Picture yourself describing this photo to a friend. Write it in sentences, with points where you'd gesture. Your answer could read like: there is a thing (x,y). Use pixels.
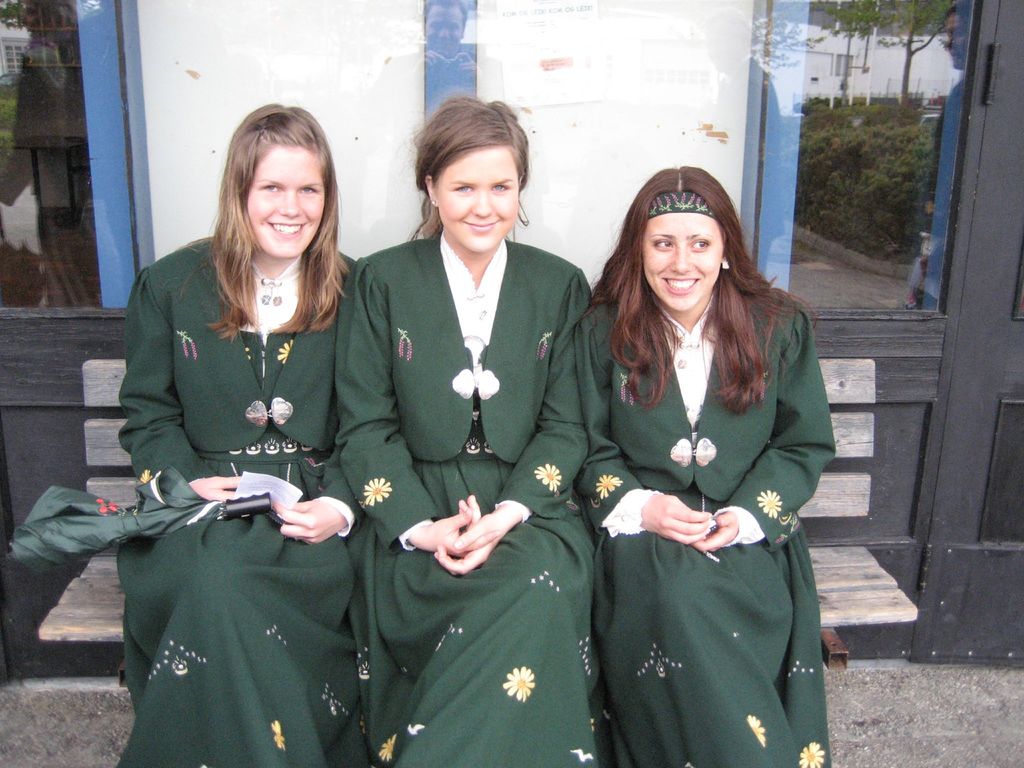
In this image there are three women (402,257) sitting on bench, one woman (146,427) holding an umbrella (51,545) visible in front of the wall (75,314), on which there are glass doors (804,28), through glass (942,109) I can see trees (905,96) and bushes (855,229).
